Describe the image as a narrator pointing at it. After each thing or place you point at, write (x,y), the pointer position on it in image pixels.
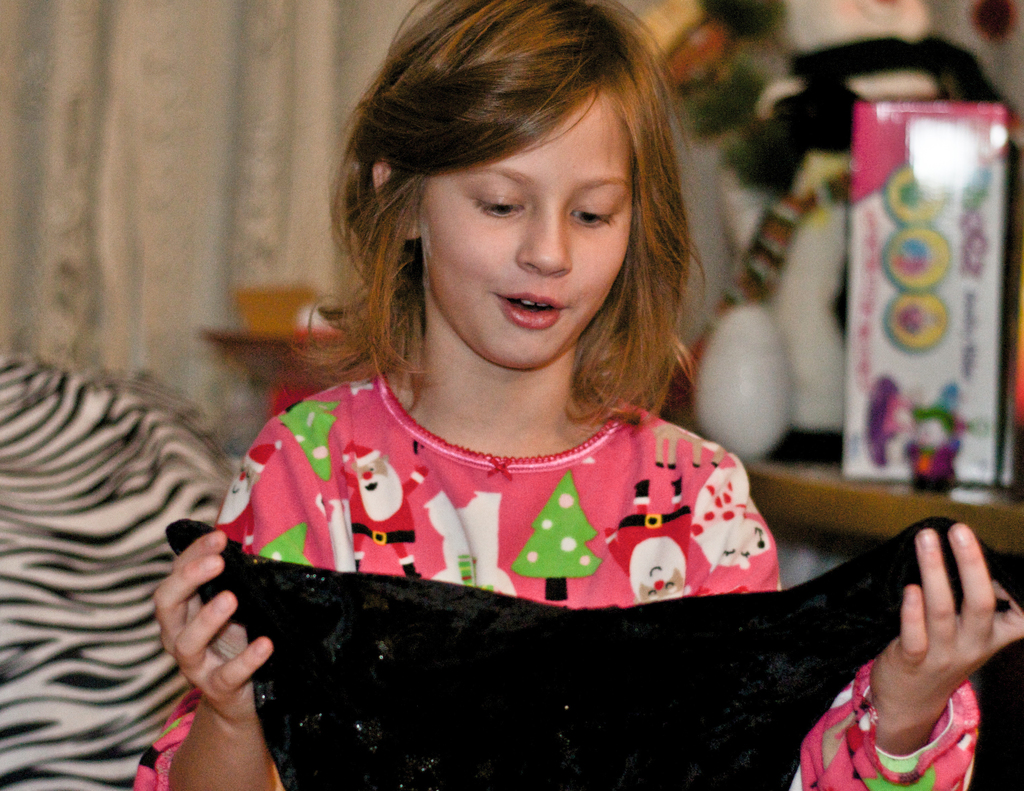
In the center of the image (365,286) there is a girl (185,710) holding a black color cloth (333,608). To the right side of the image (828,503) there is a table (866,508) on which there are objects (919,296). In the background of the image (219,175) there is a cloth (208,40).
